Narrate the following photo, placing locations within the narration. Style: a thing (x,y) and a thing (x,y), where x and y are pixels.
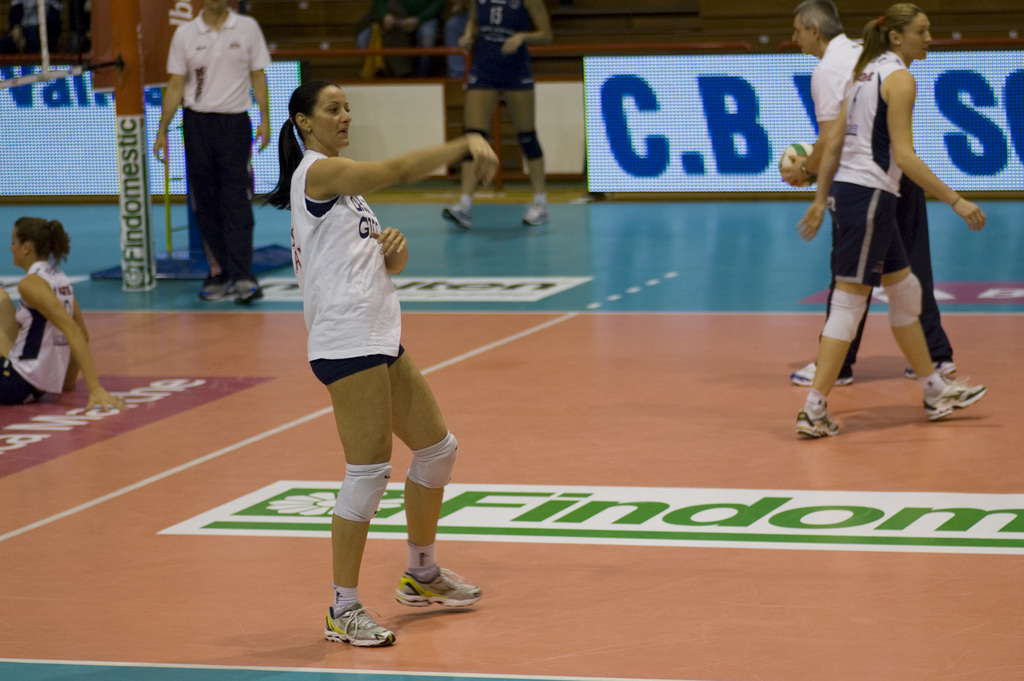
In this picture we can see people (406,599) standing on the floor (696,281) inside a stadium (650,306) with some text (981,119) on it. Here we can see the poles (142,231), boards (642,85) and there are other people (398,5) sitting in the stadium (590,12).
